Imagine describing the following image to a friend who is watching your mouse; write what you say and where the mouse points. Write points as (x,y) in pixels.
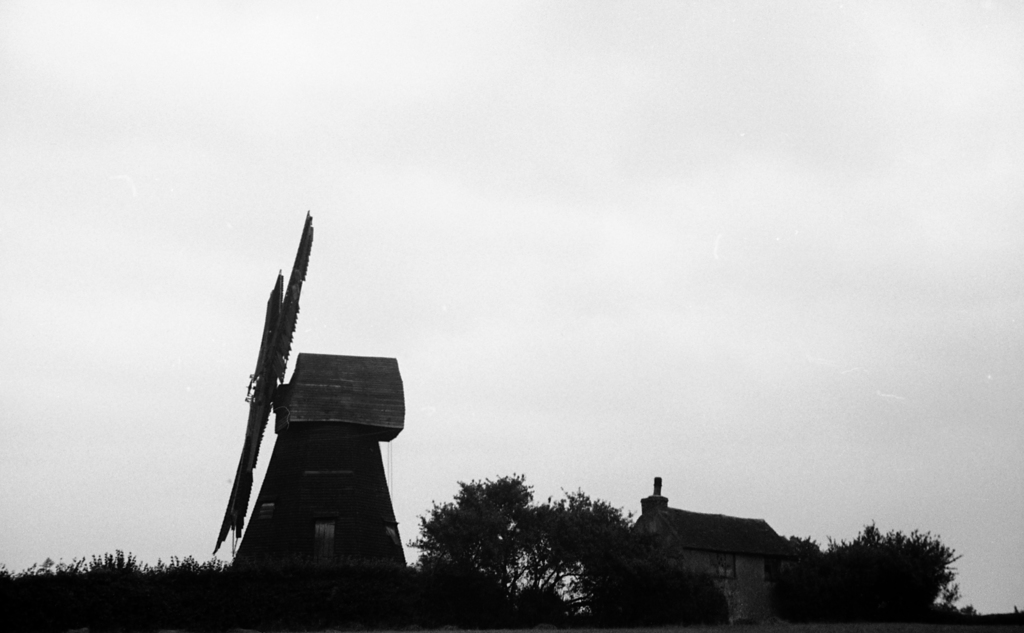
In this image we can see trees (618,607), here is the house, here it is in black and white, here is the wind mill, at above here is the sky (441,226).
